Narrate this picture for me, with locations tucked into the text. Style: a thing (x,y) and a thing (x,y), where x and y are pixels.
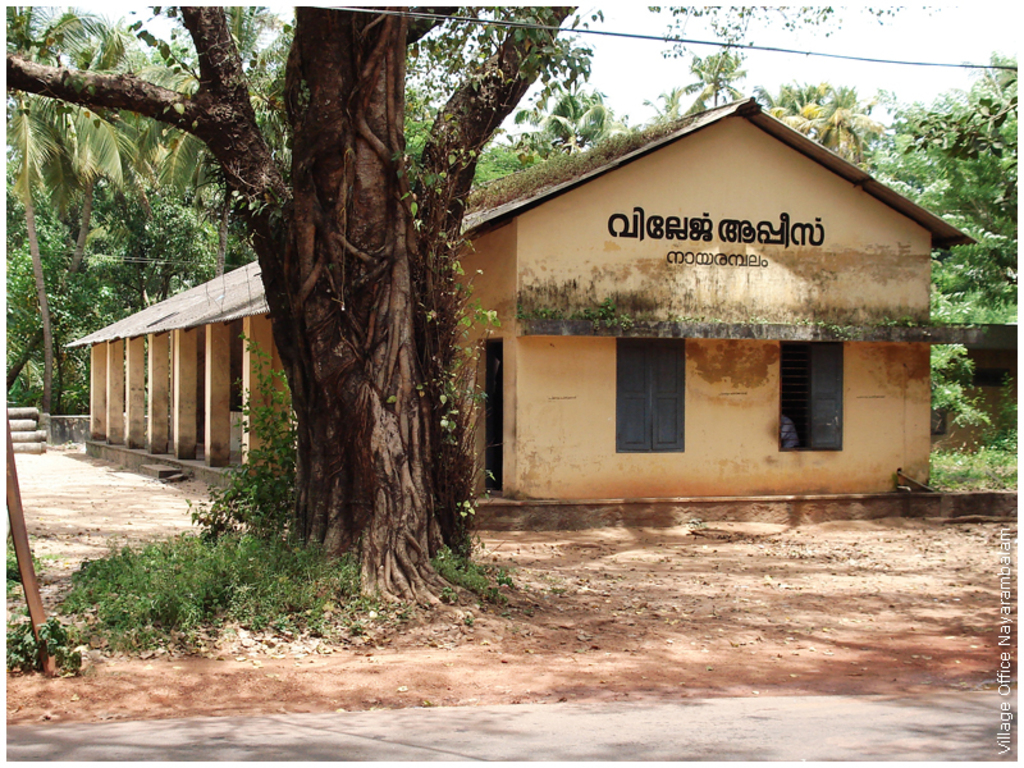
In this picture we can see a house (646,330) and in front of the house (706,377) there is a path (663,722) and cables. Behind the house (711,266) there are trees (968,168) and the sky (640,28). On the image there is a watermark (1003,749).
